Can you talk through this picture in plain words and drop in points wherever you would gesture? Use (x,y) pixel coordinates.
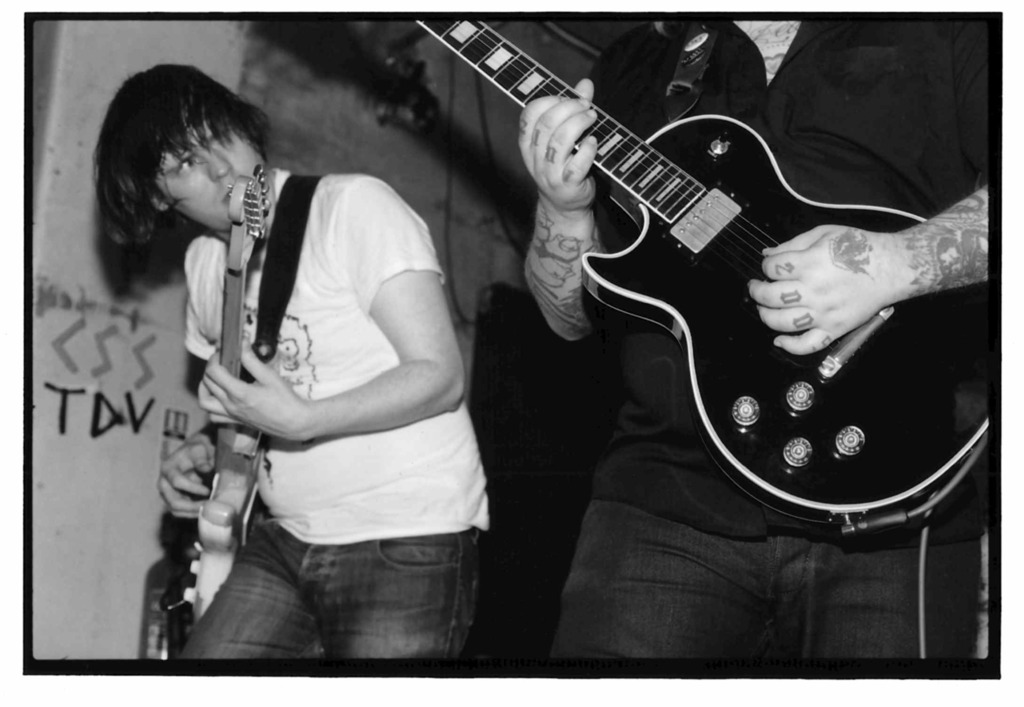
On the right (718,519) a person (674,532) is playing a guitar (750,247). On the left (304,420) another person (271,404) wearing a white t shirt (302,333) is playing guitar (210,531). In the background (347,135) there is a wall (135,399).
